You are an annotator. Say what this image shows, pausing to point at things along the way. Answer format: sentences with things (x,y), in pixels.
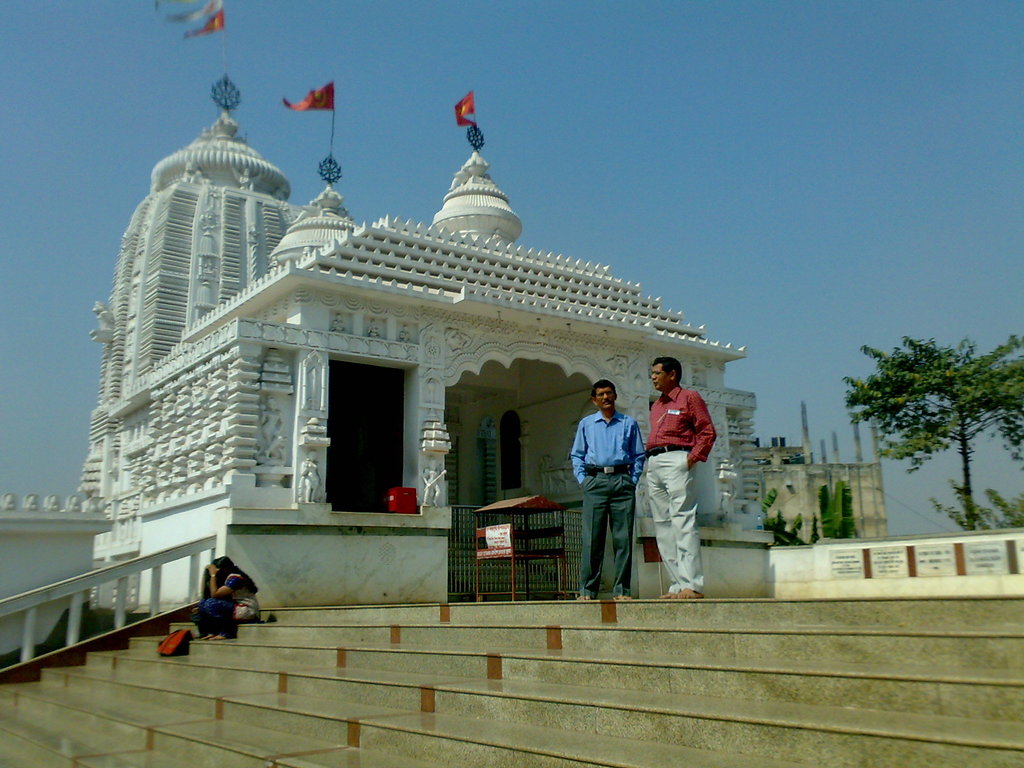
In the foreground of this image (690,573), there are two men (674,555) standing and a woman (237,617) sitting on the stairs (214,675). In the middle (391,338), there is a temple (398,219) and few flags (472,123) on it. On the right (947,437), there is a tree (1008,424) and a building (833,467) and on the top (664,80), there is the sky (632,81).
